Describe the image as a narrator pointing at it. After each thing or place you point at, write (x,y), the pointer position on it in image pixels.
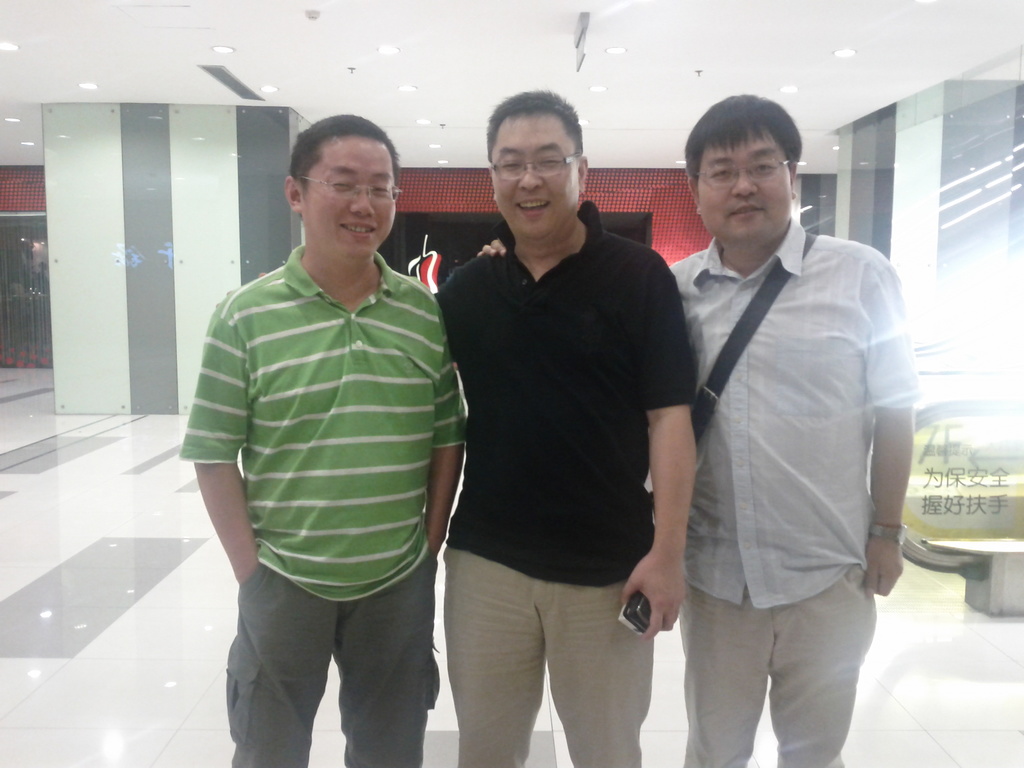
In the center of the image (439,312) we can see three persons (419,343) are standing and they are smiling and we can see they are wearing glasses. Among them, we can see one person (633,517) is holding some object (642,625) and the other person (738,375) is wearing a bag (752,323). In the background (67,145) there is a wall (143,129), glass (975,252), one pillar type object (880,161), lights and a few other objects (459,229). And we can see some text (963,512) on the glass (963,512).
